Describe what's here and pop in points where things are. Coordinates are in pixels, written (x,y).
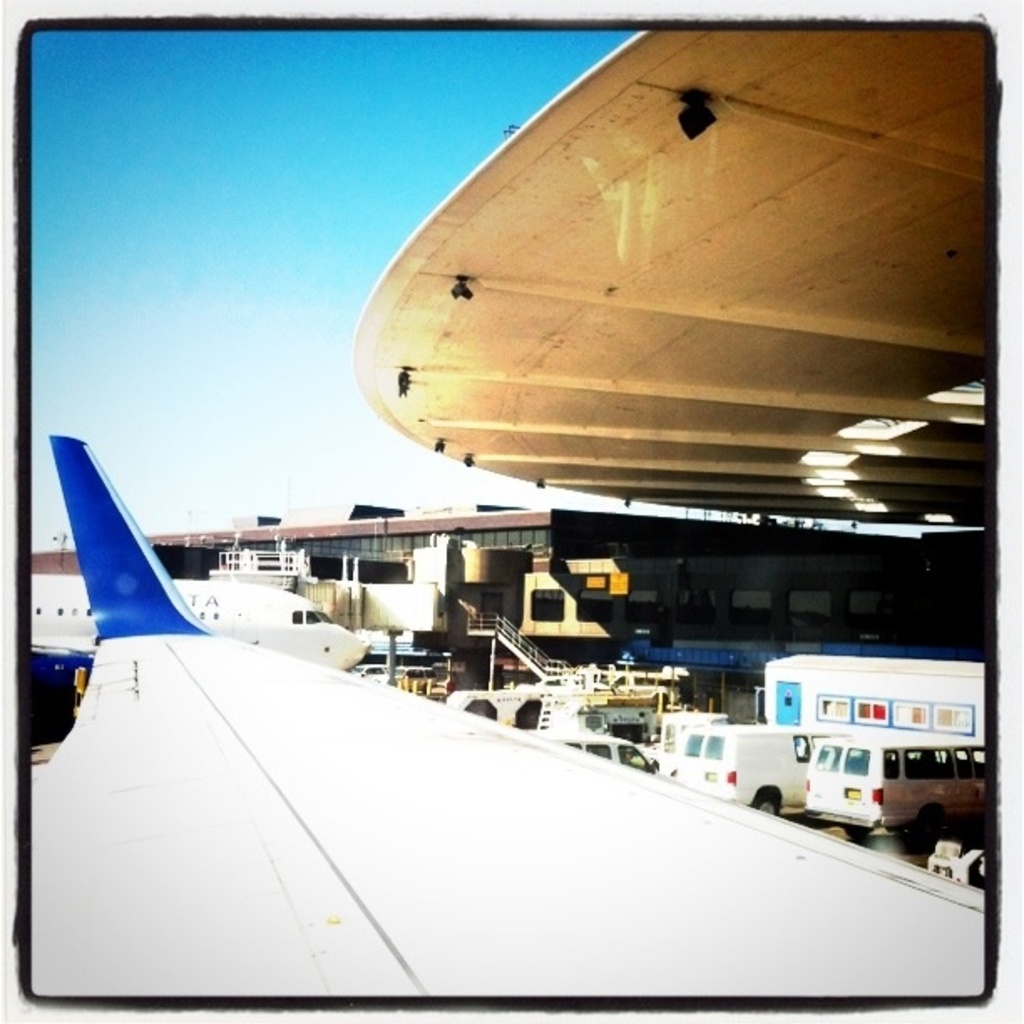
It is an airport (144,597) and there are two planes (243,712) and beside the planes (224,913) many vehicles (713,715) are kept, behind the vehicles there is a huge compartment (618,536) and in the background (352,182) there is a sky (256,268).
